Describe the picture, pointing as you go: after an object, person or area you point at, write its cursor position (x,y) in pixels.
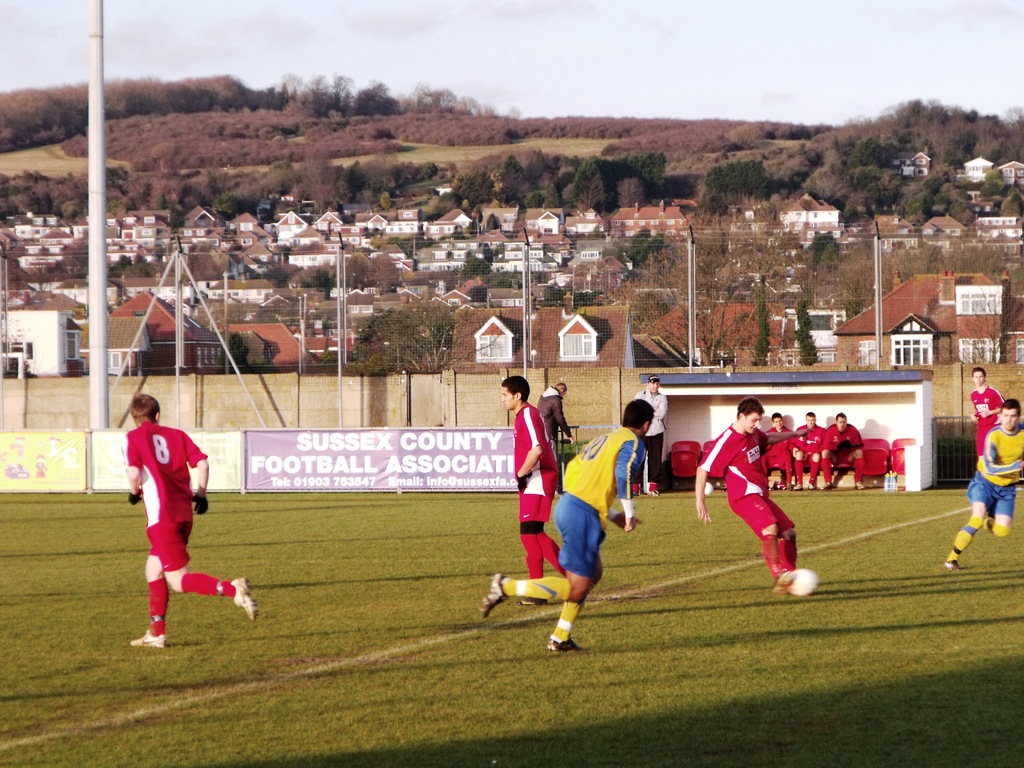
On the ground (370,695) there are six people (732,483) playing a football (817,575). There are red color t-shirt (758,483) and yellow color t-shirt people (623,476). And in a background (851,431) there are red color t-shirt people (838,443) are sitting on the red color chair (692,444). And we can see a poster (329,455). In the background (335,299) we can see houses (391,256), trees (557,200), hills (420,132). Into the left side (98,54) there is a pole (95,261).
